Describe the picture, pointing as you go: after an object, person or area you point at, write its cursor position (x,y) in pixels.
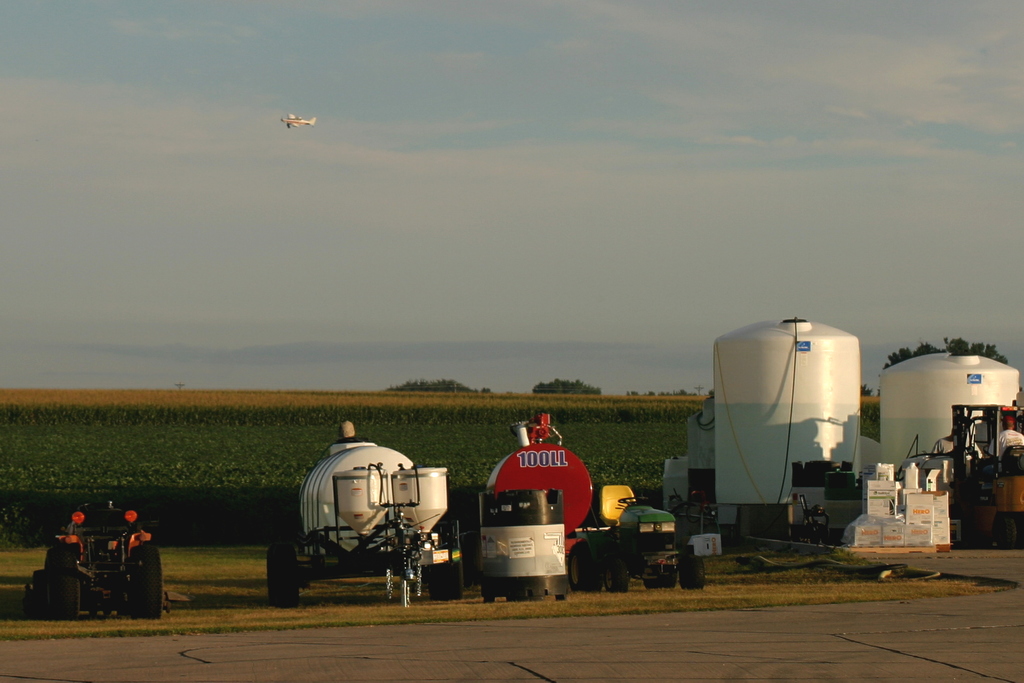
In the center of the image (383,450) we can see the vehicles (316,543), tanks (355,525), boxes (936,537), rope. In the background of the image (198,468) we can see the trees (541,392) and field (393,422). At the bottom of the image (489,638) we can see the ground (538,608) and road (614,651). At the top of the image (408,150) we can see an aeroplane (298,124) is flying in the sky (655,196).
